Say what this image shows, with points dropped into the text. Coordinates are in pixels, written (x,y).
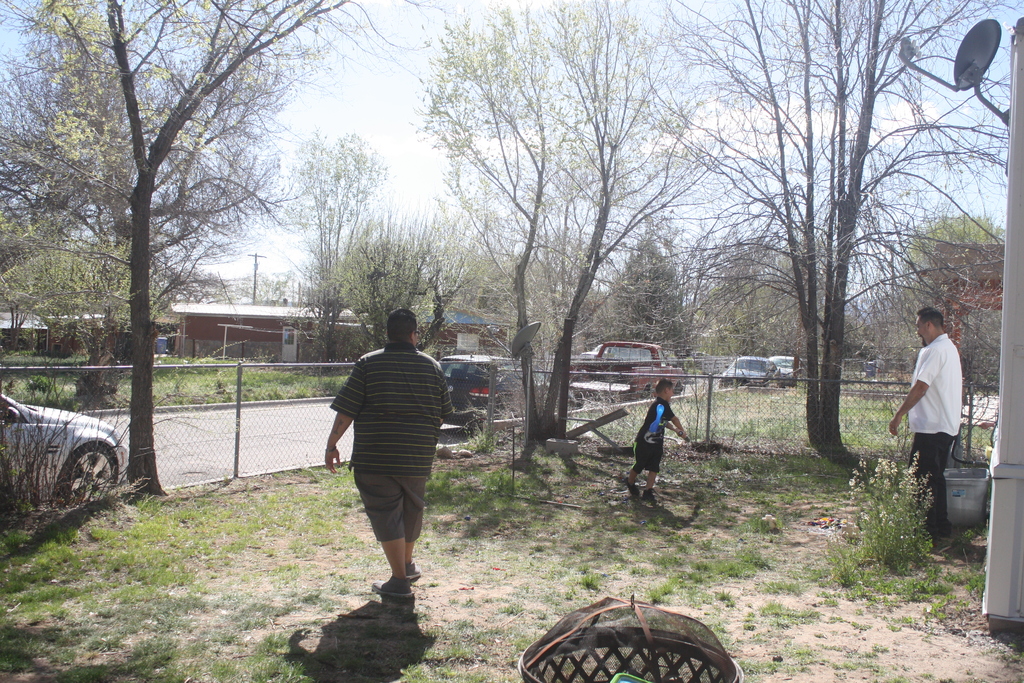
In this picture we can see three persons (942,426), at the bottom (562,465) there is grass (463,602), on the left side (41,442) we can see fencing (265,459), there are some vehicles (73,441) in the middle (473,415), in the background (325,317) there are some trees (19,147), a shed (233,320), plants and a pole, on the right side (973,62) we can see a satellite dish (977,75), there is the sky (987,171) at the top of the picture (771,121).
